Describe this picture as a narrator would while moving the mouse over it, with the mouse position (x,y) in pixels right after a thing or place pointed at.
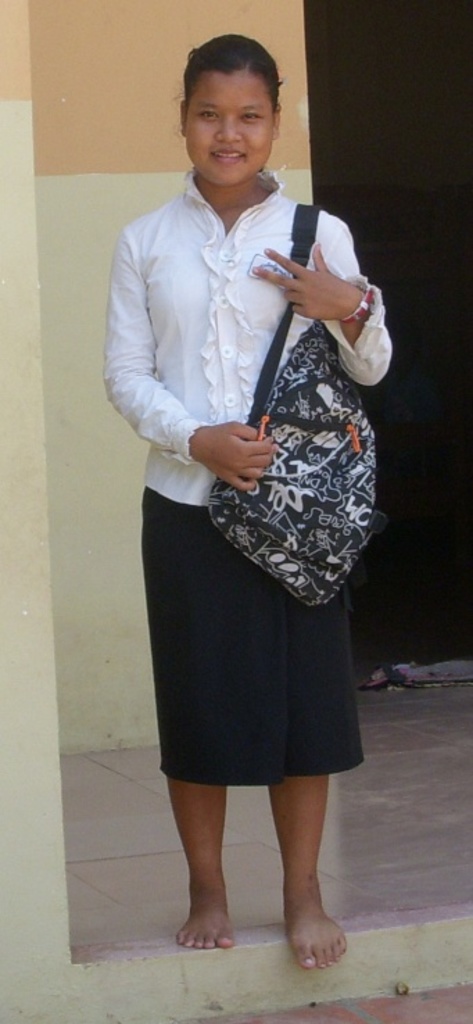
In this image we can see a lady (231,431) and a bag (324,472). In the background of the image (64,307) there is a wall (46,86) and other objects (430,332). On the left side of the image (46,426) there is a wall (53,78). At the bottom of the image (443,1021) there is the floor (225,1020).
